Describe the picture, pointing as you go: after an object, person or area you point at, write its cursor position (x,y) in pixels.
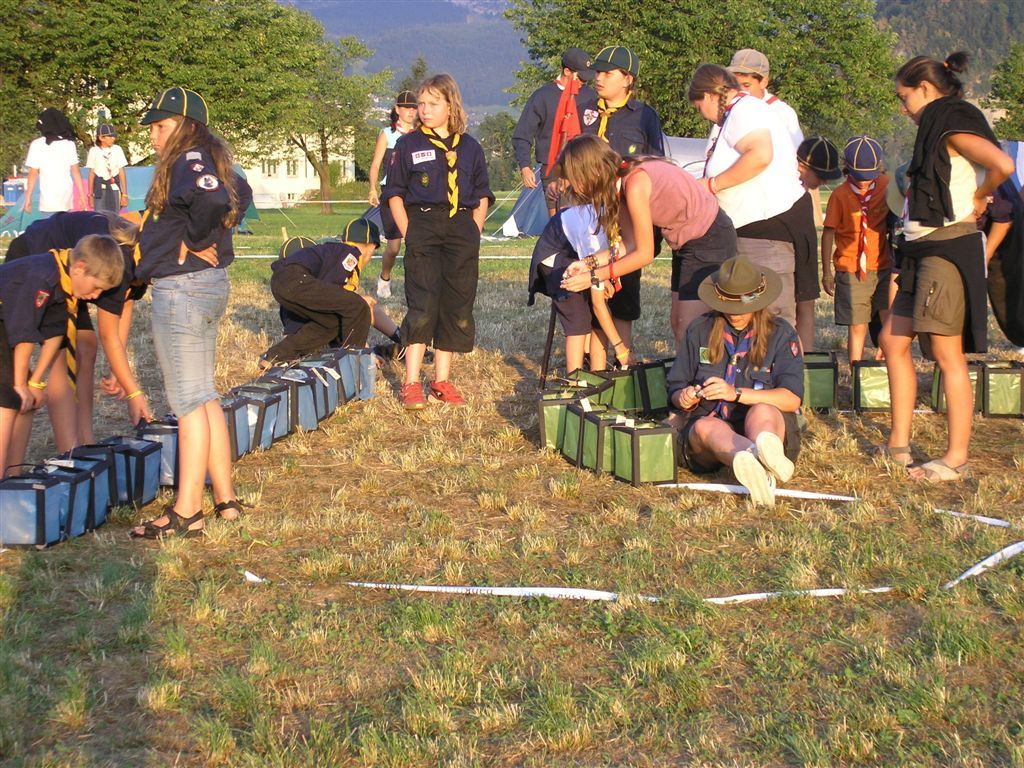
In this picture there are people (420,221) in the center of the image (446,311) and there are bags (128,456), which are placed in series on the grassland (471,418) and there is a building (251,165) and trees (352,134) in the background area of the image (675,44).
